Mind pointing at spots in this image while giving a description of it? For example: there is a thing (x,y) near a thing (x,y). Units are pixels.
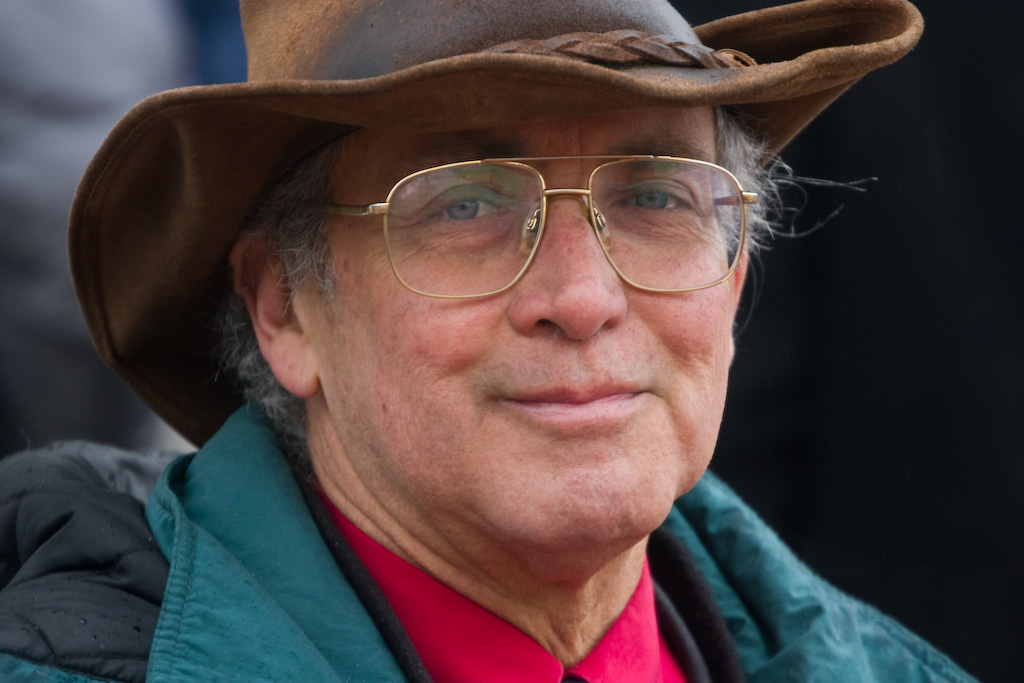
In this picture we can see an old man (547,526) wearing a hat (474,92) and spectacles (491,173). He is looking and smiling at someone.
